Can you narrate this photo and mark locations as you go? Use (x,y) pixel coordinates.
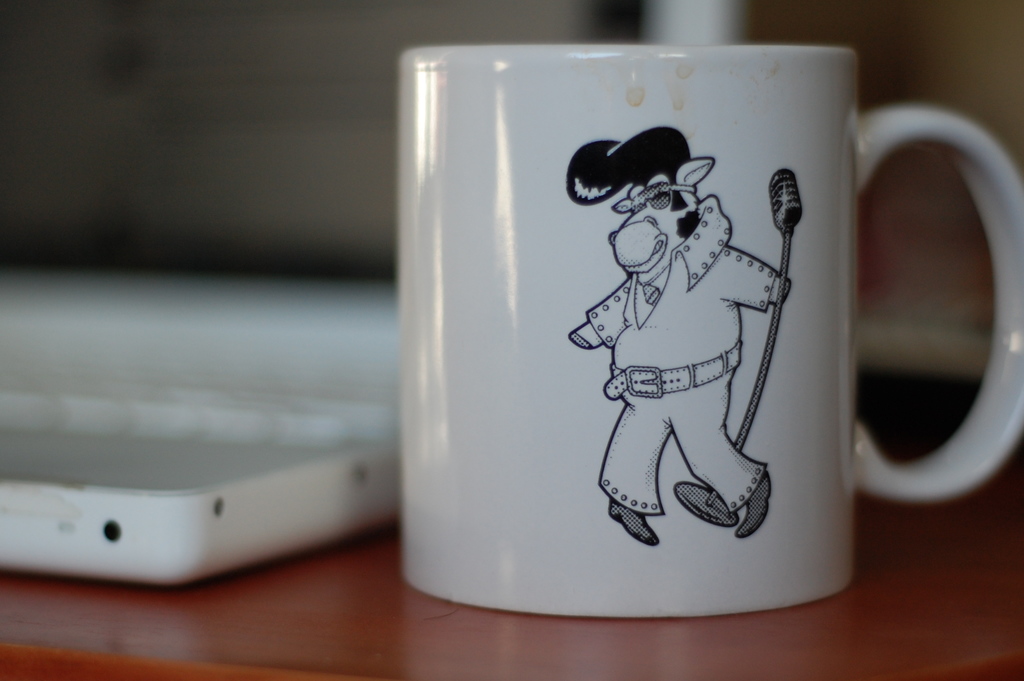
In the center of the image (421,316) there is a mug (847,491) on the table (970,522). There is some other object (73,570) on the table (346,631).
